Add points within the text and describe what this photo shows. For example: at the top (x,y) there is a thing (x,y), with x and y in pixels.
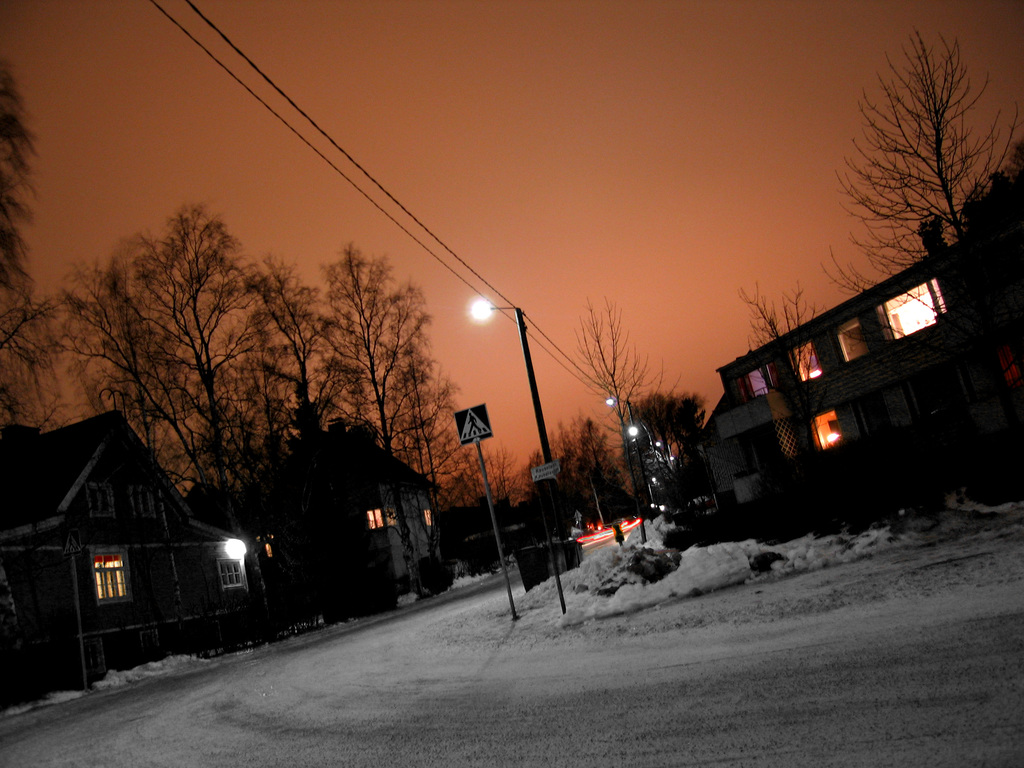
In this image in the center (550,498) there are poles (500,547). On the left side (189,561) there are buildings (42,588), trees (252,399). In the background (507,480) there are trees (605,461), poles (633,465). On the right side (794,429) there are trees (791,382) and buildings (762,446) and on the floor (626,580) there is snow (714,570).
